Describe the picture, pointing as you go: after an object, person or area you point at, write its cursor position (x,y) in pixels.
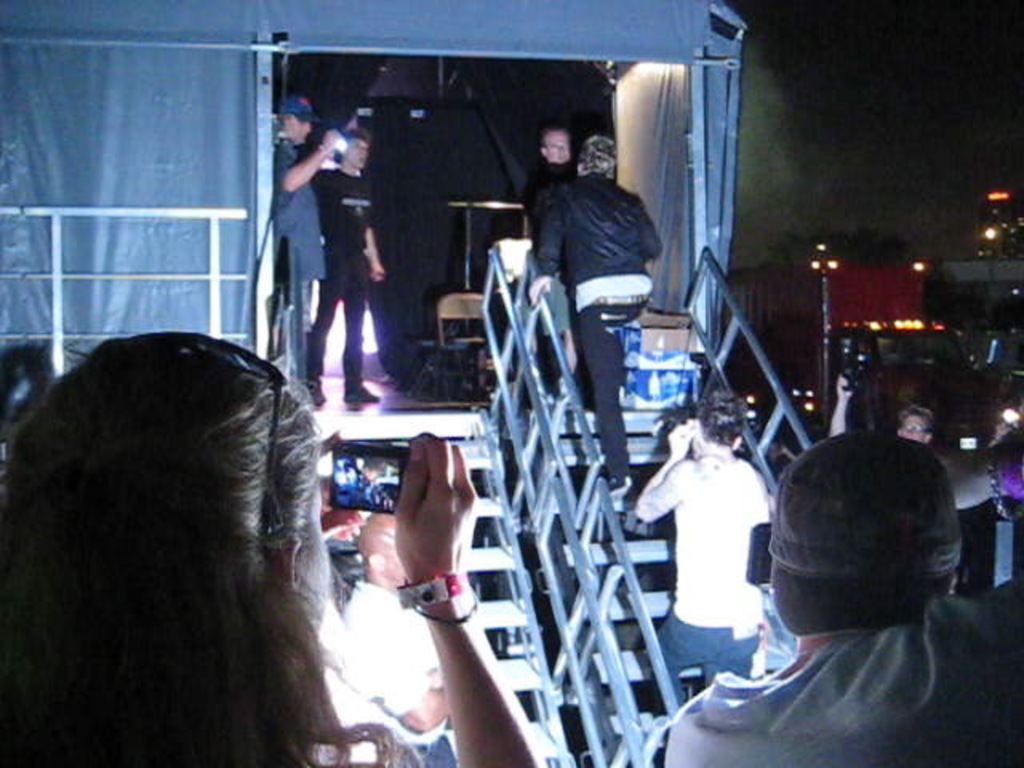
In this image, at the bottom (259,576) there is a woman (261,558), she is holding a mobile (394,502) and there is a person (846,626). In the middle (589,414) there are people (663,498), staircase (636,612), lights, buildings (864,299), stage (492,291).
